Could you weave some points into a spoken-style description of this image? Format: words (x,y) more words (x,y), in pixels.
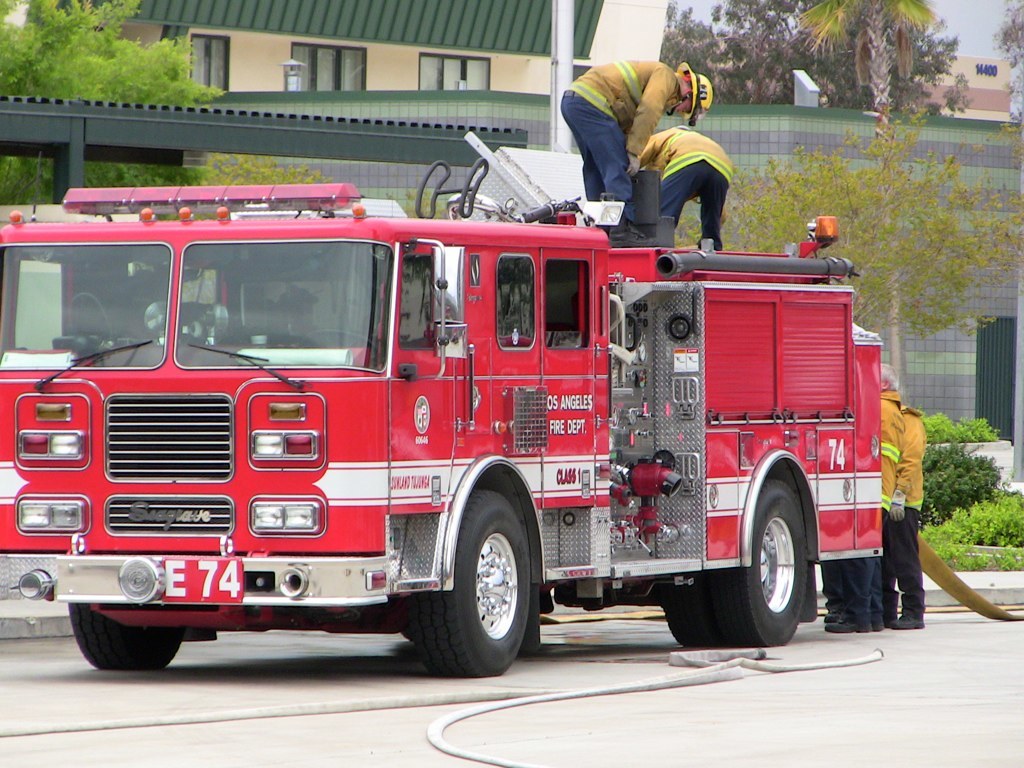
In this image there are two persons (624,231) standing on the vehicle (381,428), behind the vehicle (661,442) there are a few people (882,586) standing on the road (827,639). In the background (276,29) there are buildings (357,102) and trees (786,170).
